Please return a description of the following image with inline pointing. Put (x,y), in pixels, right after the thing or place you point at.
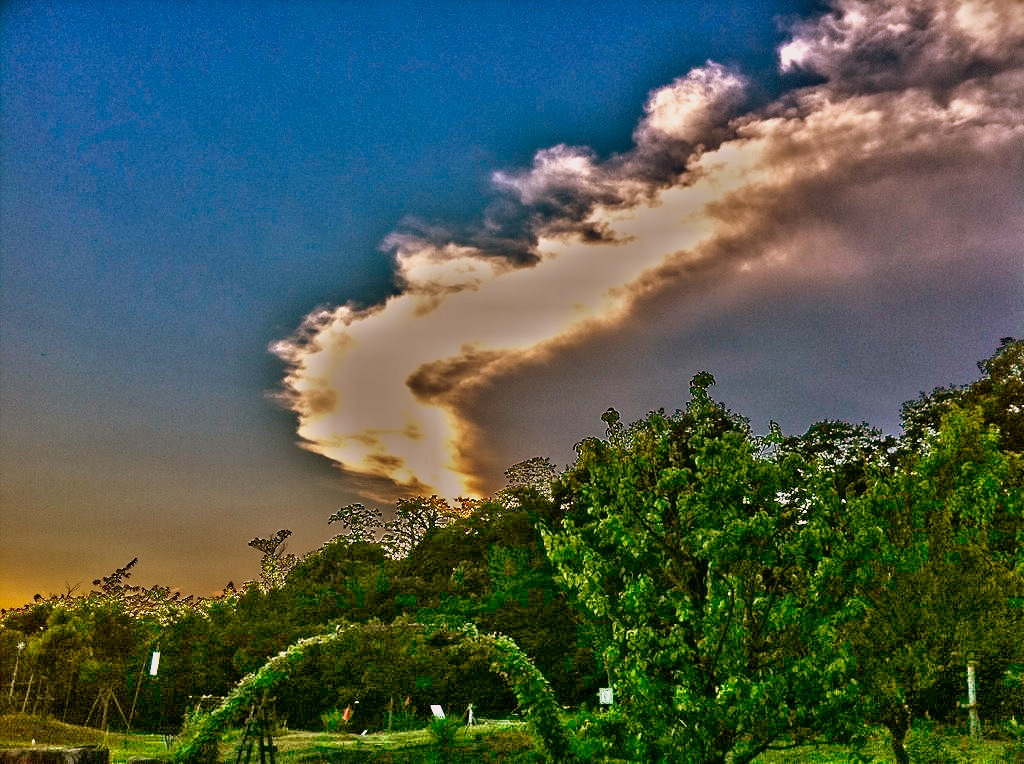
Bottom of the image (520,553) we can see trees (260,549), boards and things (98,700). Top of the image (393,229) there is a cloudy sky (489,289).
